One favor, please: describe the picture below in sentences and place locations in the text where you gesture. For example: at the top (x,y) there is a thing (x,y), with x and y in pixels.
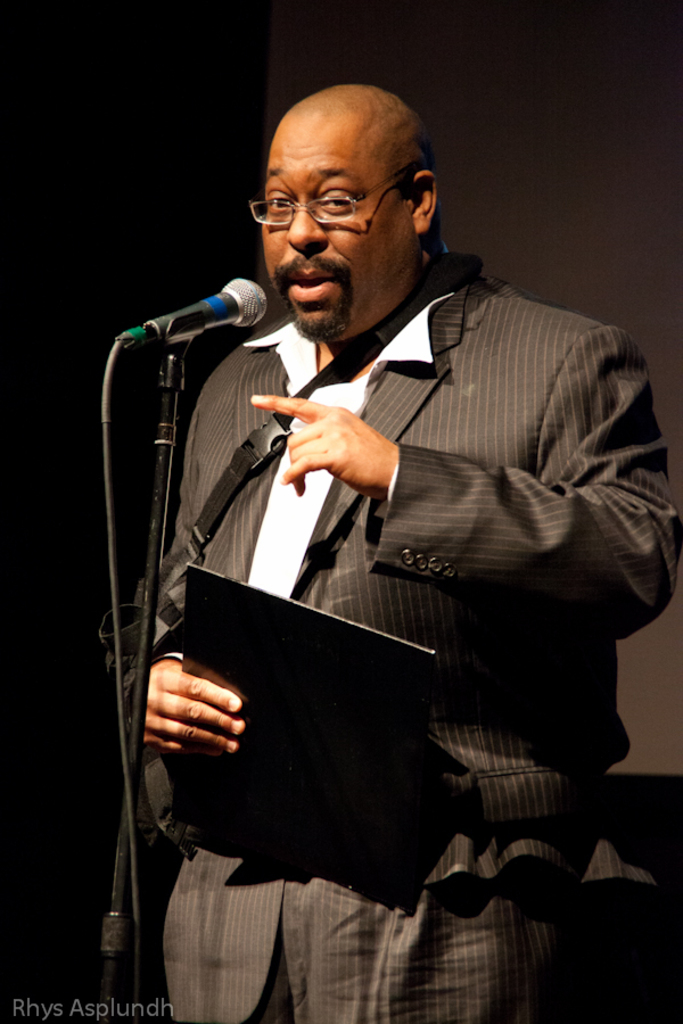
In this picture there is a man (554,701) in the center of the image (422,473), by holding a note pad (330,749) in his hand (162,749) and there is a mic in front of him.
